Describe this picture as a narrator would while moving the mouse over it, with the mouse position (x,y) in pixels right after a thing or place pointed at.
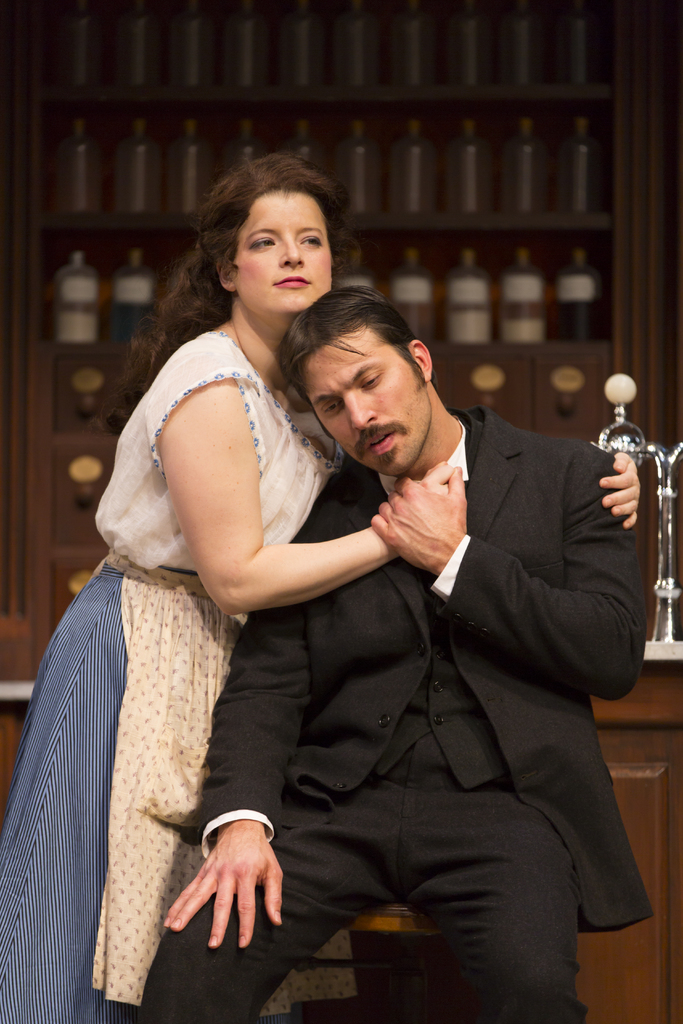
As we can see in the image in the front (451,662) there are two people (472,768). The man (443,604) is wearing black color jacket (531,735) and the woman (162,513) is wearing white color dress (177,705). In the background (240,56) there are bottles (413,76).
